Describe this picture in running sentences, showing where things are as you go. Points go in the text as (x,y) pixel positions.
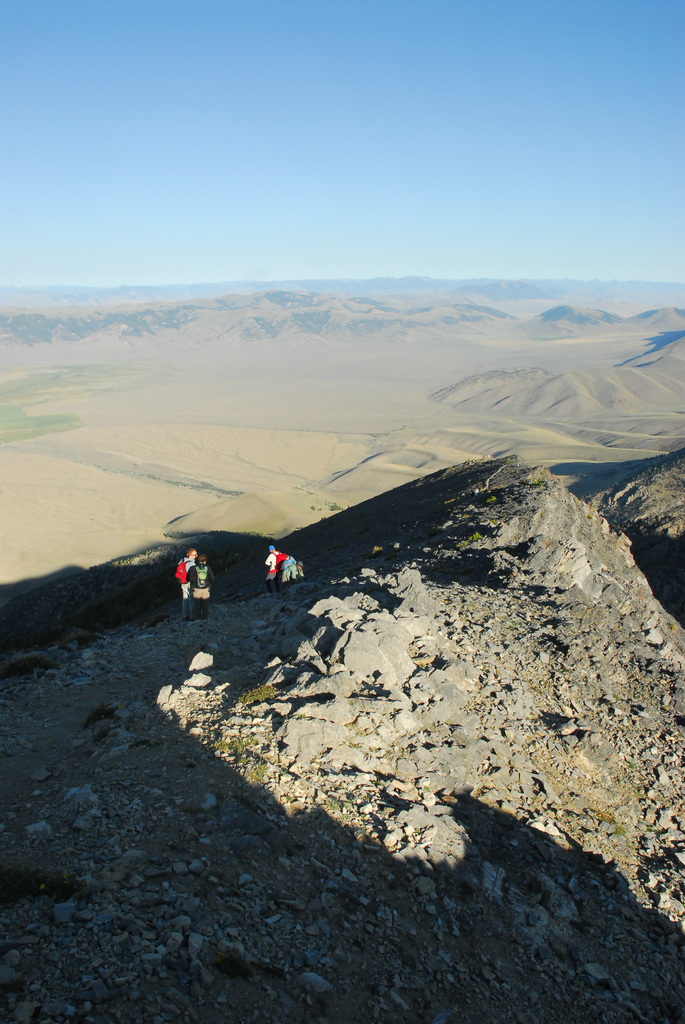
In this image, we can see some mountains (401,782), we can see four persons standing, at the top (457,109) there is a blue sky (393,127).
